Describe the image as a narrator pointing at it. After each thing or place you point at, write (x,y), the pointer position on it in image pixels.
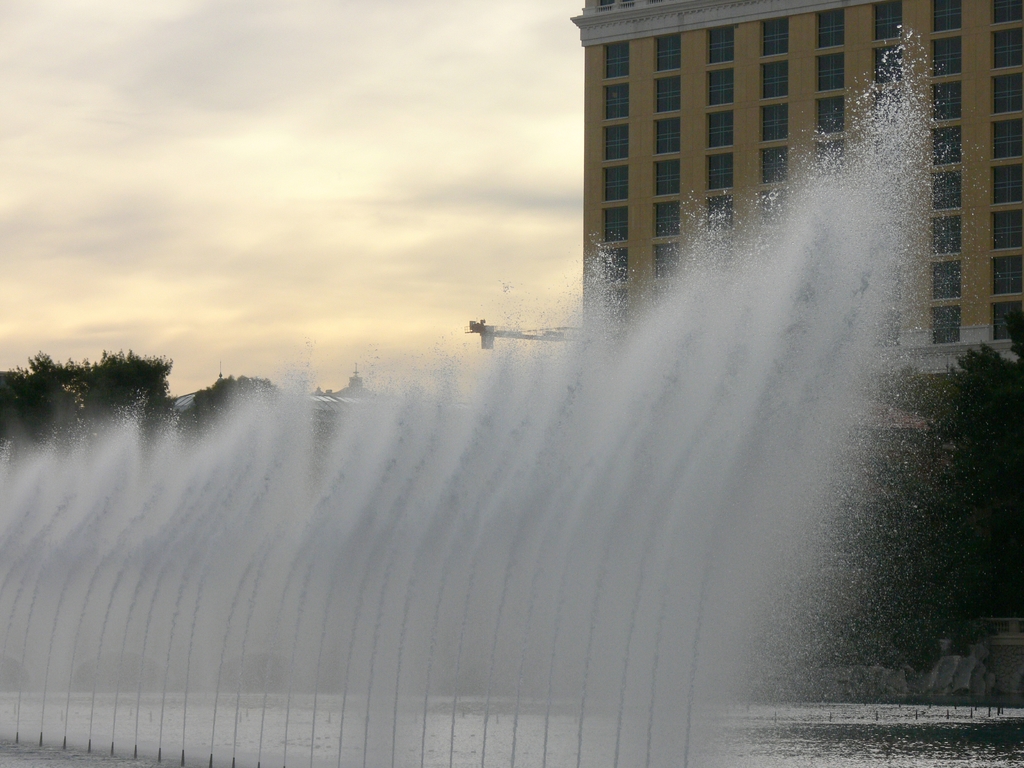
In this picture I can see a building (794,136) and few trees (56,406) and water fountain (602,483) and a cloudy sky (280,188).
